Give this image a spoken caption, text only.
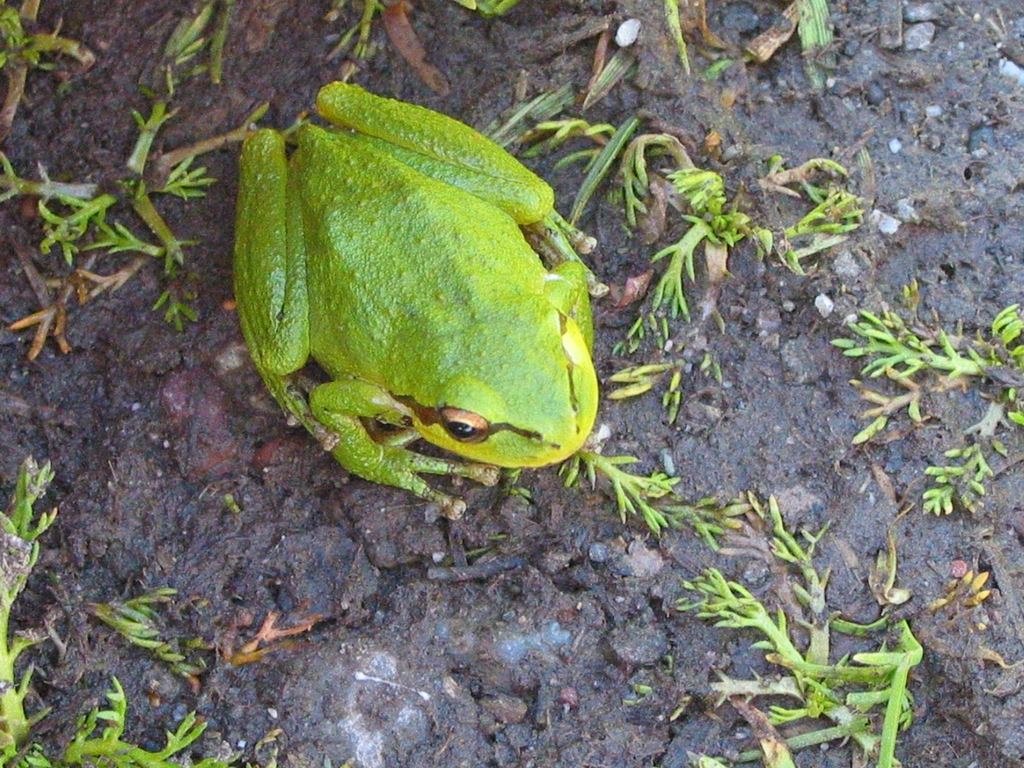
In the image we can see a frog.
